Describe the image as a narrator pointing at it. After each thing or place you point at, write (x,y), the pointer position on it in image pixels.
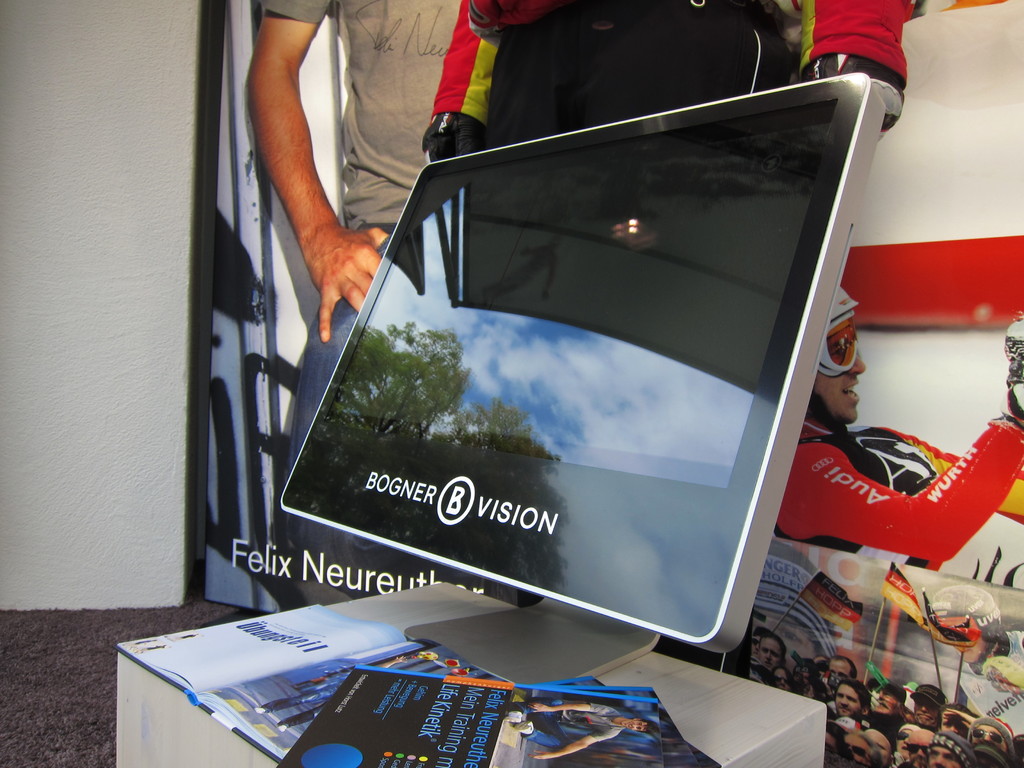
In this picture I can see the computer screen (598,393) which is kept on the table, beside that I can see some books (313,728). in the back (685,42) I can see the banner (335,104). In that banner (948,407) I can see the person (888,506).
